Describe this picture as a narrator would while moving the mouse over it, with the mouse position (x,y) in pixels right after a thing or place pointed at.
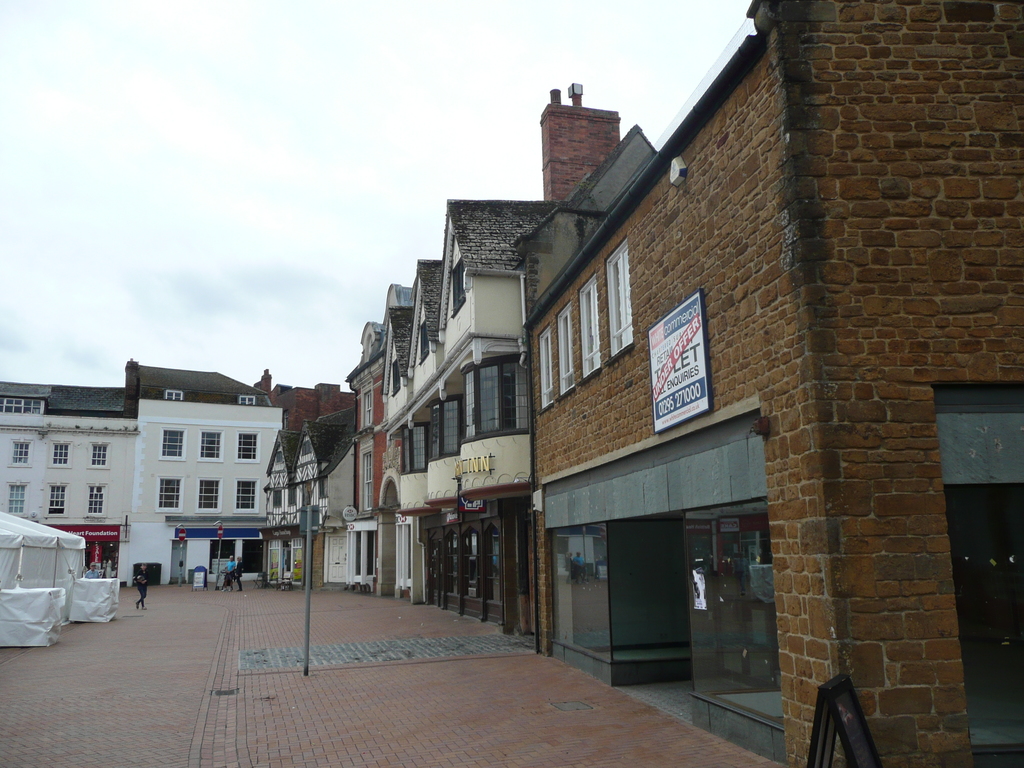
In the image there are buildings (480,472) in the front (445,340) and on right side (721,290), on the left side (199,663) its a footpath (240,644) with some persons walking in the back (227,580) and above its sky (194,104).
